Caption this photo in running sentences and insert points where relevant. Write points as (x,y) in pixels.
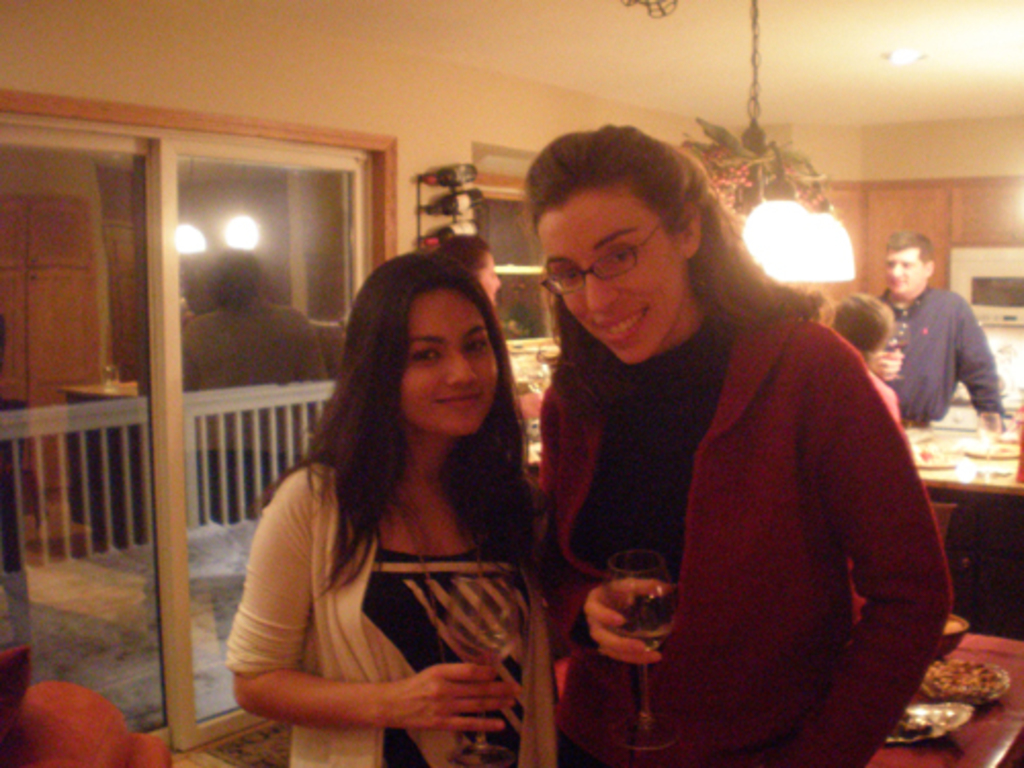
To the left side of the image (336,383) there is a lady (349,490) with white jacket (321,576) and black dress (445,578) is standing and holding the glass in her hand (467,697). Beside her there is another lady (616,222) with maroon jacket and black t-shirt (677,348) is standing and holding the glass (652,608) in her hand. To the left corner of the image (213,264) there is a glass door (147,429), behind the door (160,506) there is a railing (219,445). And in the background (919,317) there are few people (845,315) standing and also there are bottles (456,210) hanging to the wall (433,222), tables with few items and a window (503,241).
